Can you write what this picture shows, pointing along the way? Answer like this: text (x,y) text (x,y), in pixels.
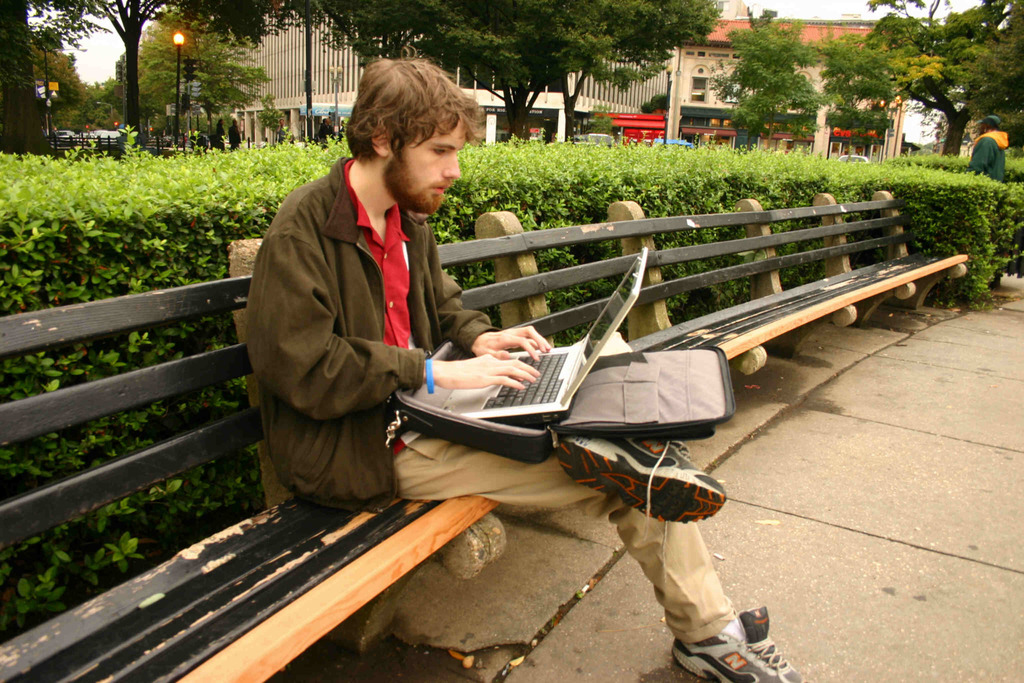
In this image there is a man (585,453) sitting on a bench (903,271), on his lap (498,413) there is a laptop (583,342), in the background (194,250) there are plants (663,185) trees (975,84) and building (707,116).
